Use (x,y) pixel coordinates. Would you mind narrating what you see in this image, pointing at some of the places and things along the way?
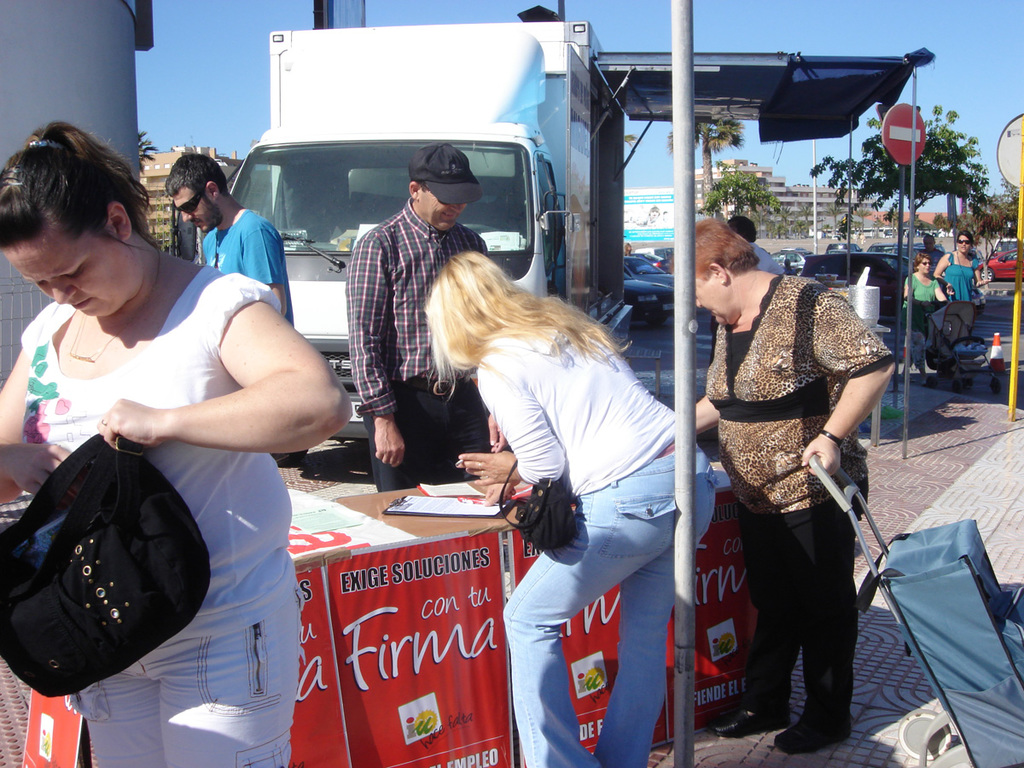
In this image, there are a few people (771,335), vehicles (604,233), trees (878,155), buildings (820,211), poles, signboards (902,113). We can see the ground (954,505). We can see the shed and a table (479,520) with some objects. We can see some posts (485,667), a board (627,194) and the sky (858,32).
